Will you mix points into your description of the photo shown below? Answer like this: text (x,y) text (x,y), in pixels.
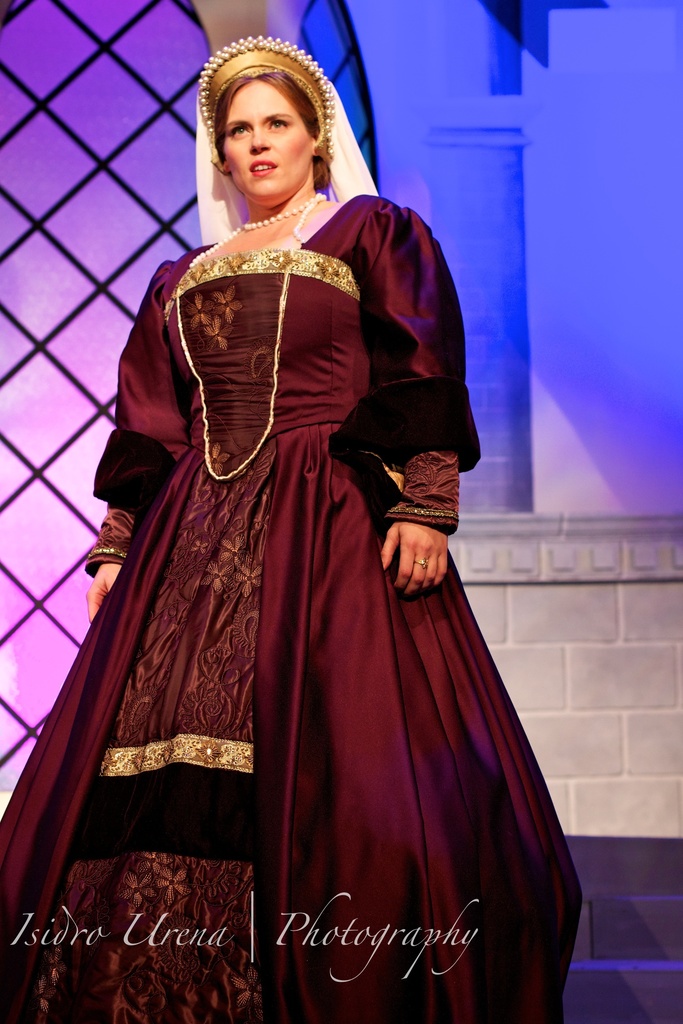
In this image I can see the person (246,414) standing and wearing the maroon color dress (311,435). She is also wearing the crown (204,69). In the back (474,249) I can see the wall (537,260).
